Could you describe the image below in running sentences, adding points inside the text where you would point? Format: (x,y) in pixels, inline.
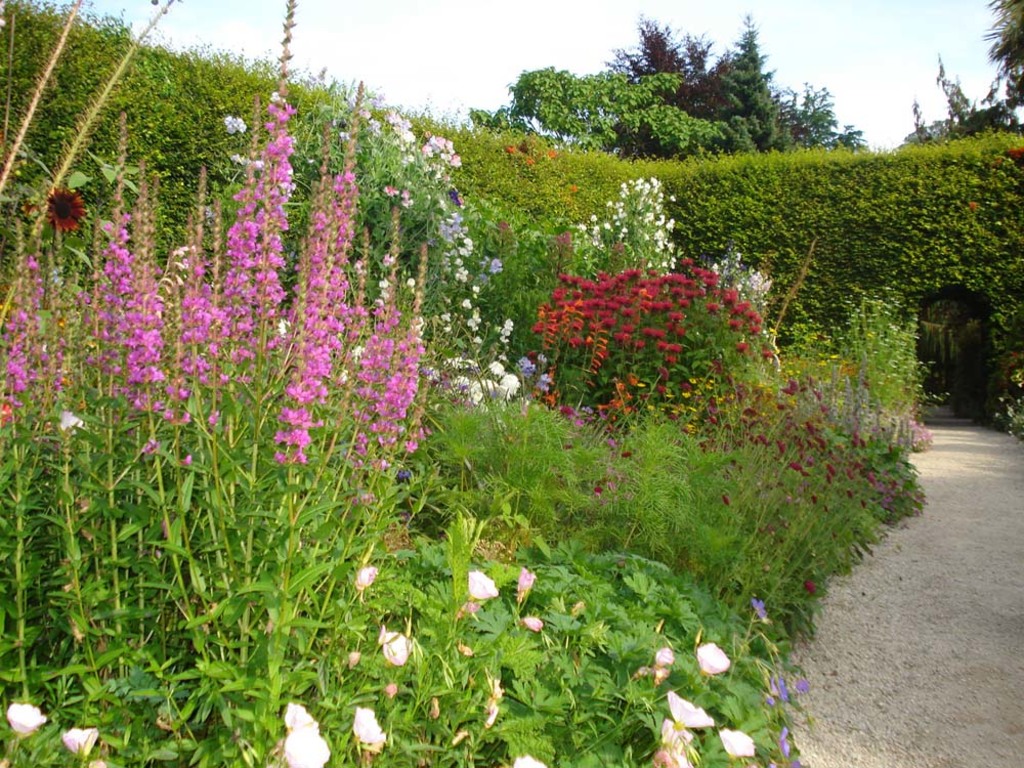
In this picture we can see the path (945,590), arch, plants (478,331) with flowers (251,299) and in the background (833,141) we can see trees (802,116) and the sky (483,57).
